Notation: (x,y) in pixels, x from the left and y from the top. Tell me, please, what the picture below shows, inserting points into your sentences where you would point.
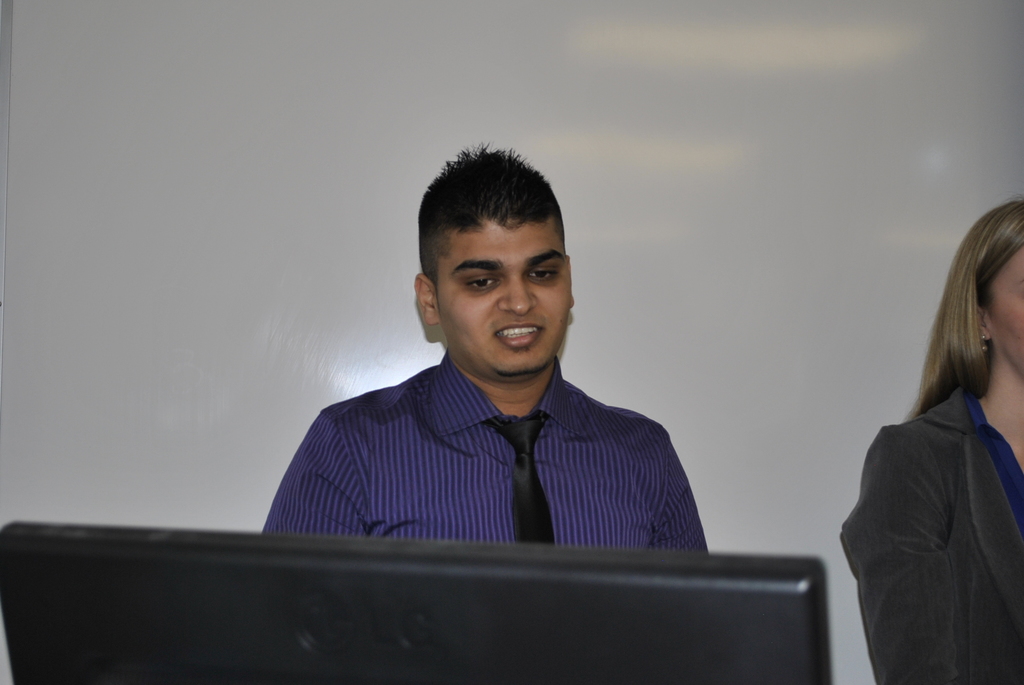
In this picture we can see there are two people (924,469) and in front of the man (436,446) it is looking like a black monitor (350,590). Behind the people (417,478) there is a white wall (795,208).
